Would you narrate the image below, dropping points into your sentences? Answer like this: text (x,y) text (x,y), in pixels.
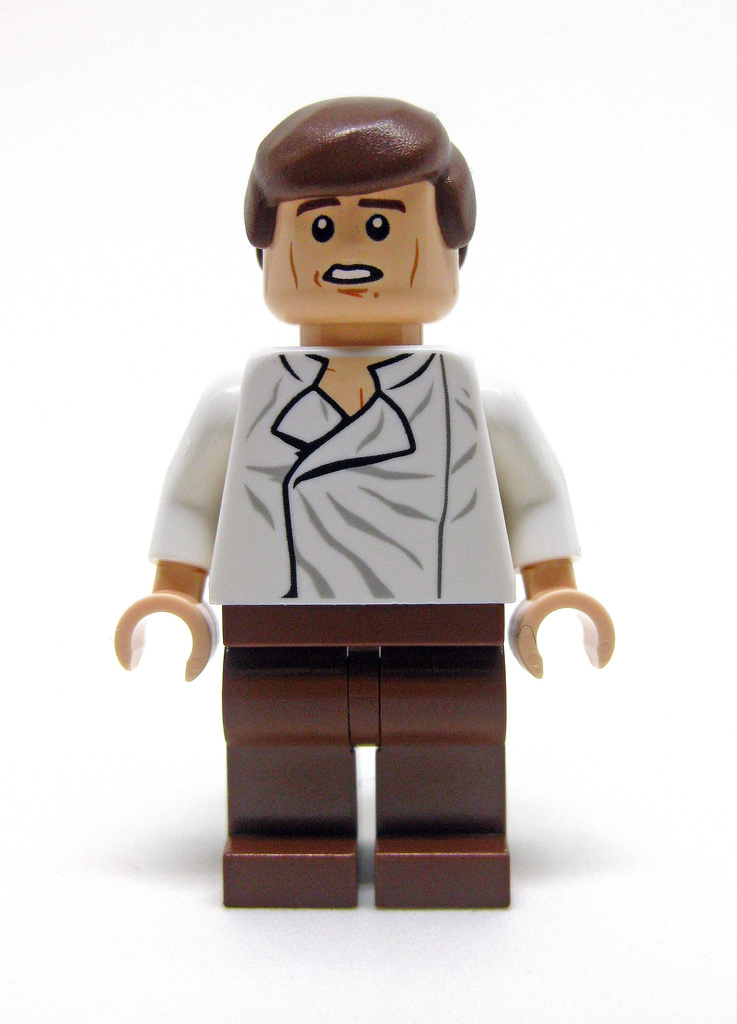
Here we can see a toy (297,353) of a person (374,445) standing on the platform (568,1002).
